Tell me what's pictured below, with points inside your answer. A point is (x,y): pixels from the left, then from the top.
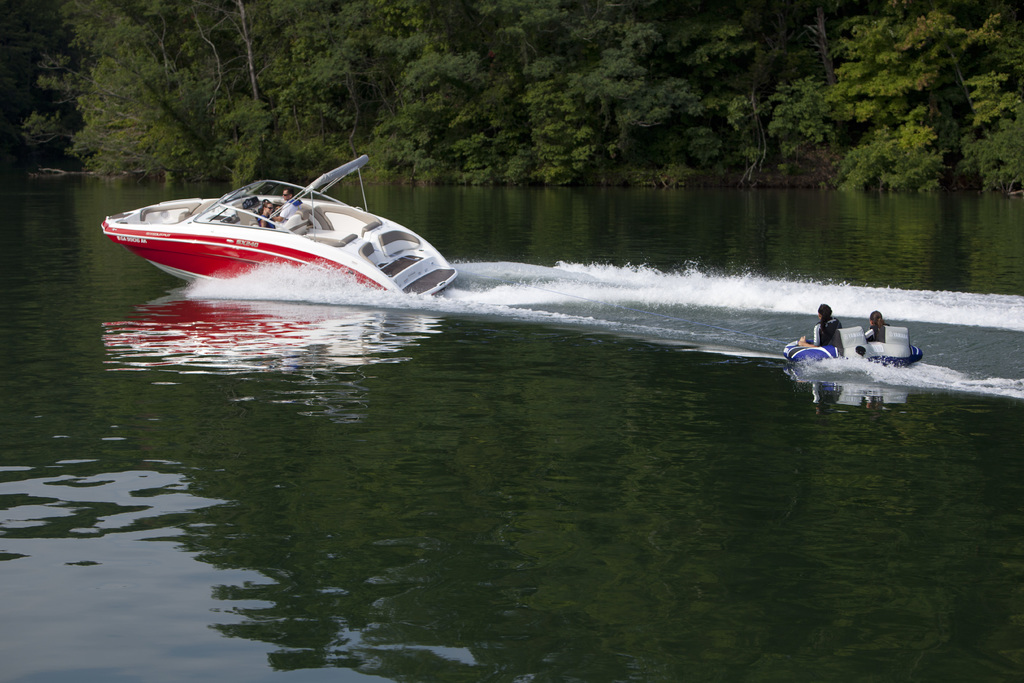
In this image, we can see people (274,209) on the boats (326,209) and in the background (447,127), there are trees (996,120). At the bottom (435,527), there is water (419,491).
